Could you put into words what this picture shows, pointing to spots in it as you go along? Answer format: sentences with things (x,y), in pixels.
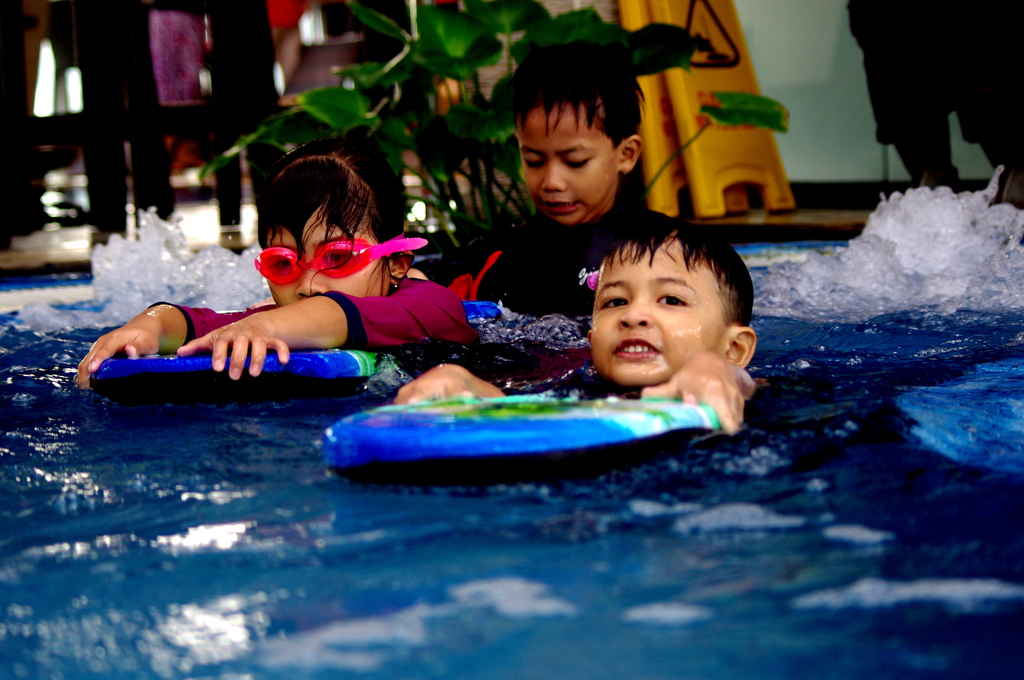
In this picture there are three persons (509,253) swimming in the water (666,486). At the back (1004,25) there is a person (1003,80) standing and there is a plant (483,17) and board (634,27) on the floor (815,225).
